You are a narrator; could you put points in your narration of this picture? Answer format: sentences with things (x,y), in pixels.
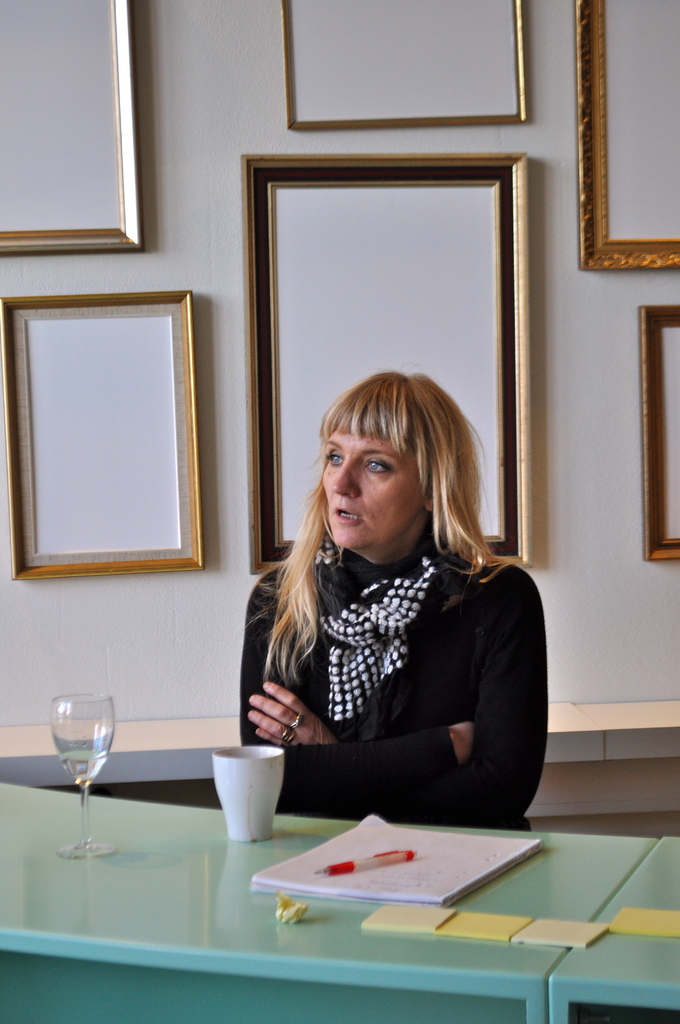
There is a room (536,549). She is sitting on chair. She is wearing a scarf (423,548). There is a table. There is a glass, cup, paper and pen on a table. We can see in background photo frame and wall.
